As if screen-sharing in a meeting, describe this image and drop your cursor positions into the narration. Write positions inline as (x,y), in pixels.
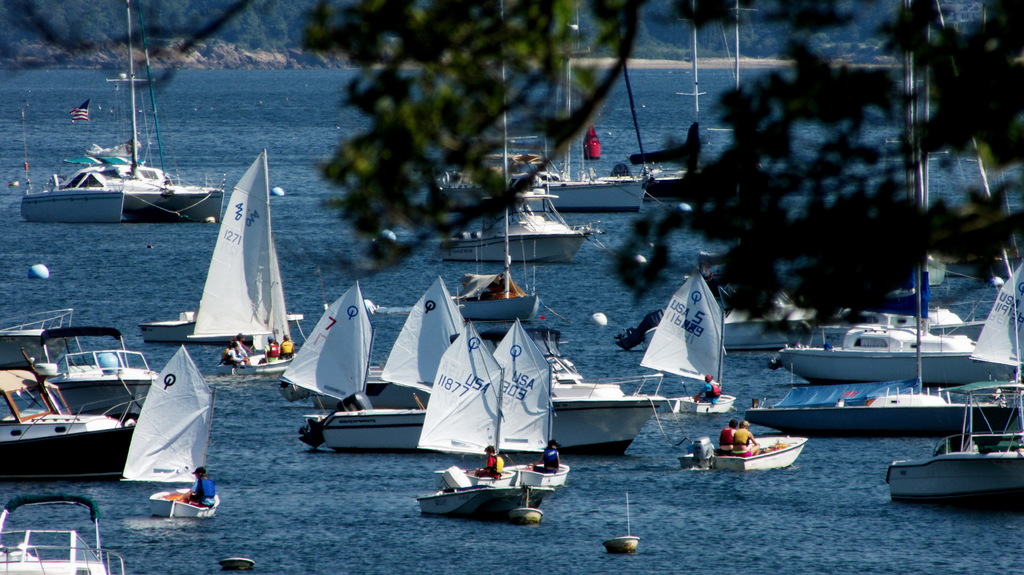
These are the boats (144,197) and yachts (196,198) on the water (738,417). I can see few people (726,427) sitting on the boats (286,363). This looks like a flag (86,108), which is hanging. I think this is a tree (707,190). In the background (244,55), that looks like a hill (226,58).
